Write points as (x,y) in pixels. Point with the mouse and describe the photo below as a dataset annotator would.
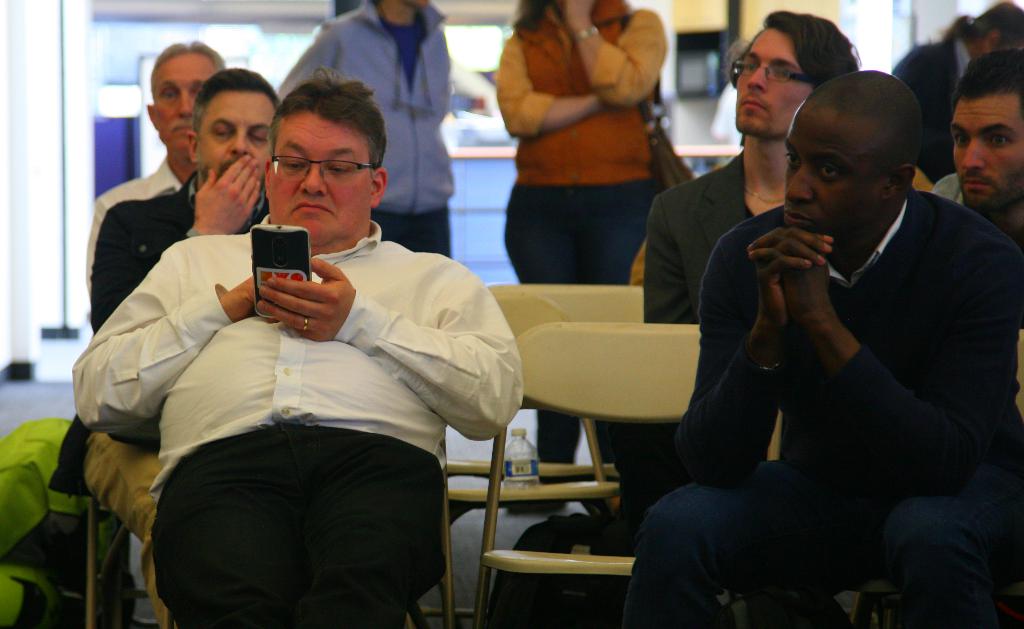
In this image, we can see people (486,415) are sitting on the chairs (544,466). Here a person (329,292) is holding a mobile (299,260). In the background (562,241), we can see people (605,123), wall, floor (17,397) and few objects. Here there is a bottle (515,463) on the chair (554,483). At the bottom of the image (519,610), we can see few objects (509,591).
